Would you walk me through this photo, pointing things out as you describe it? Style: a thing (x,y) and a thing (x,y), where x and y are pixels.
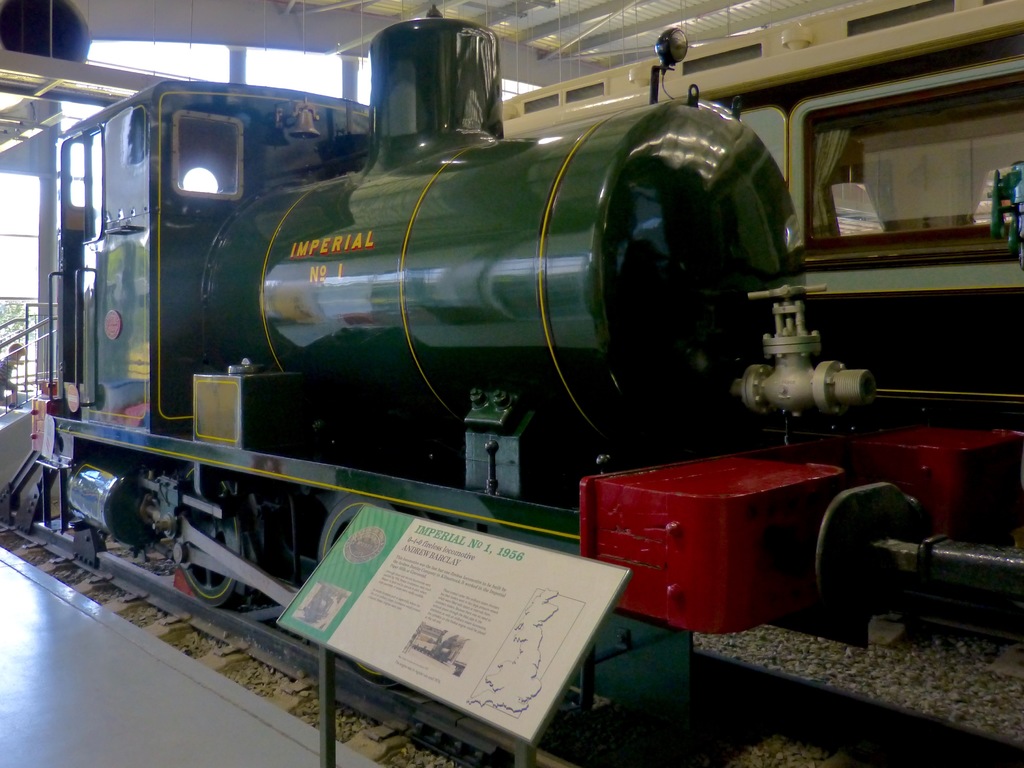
In this image in the center (524,482) there is one vehicle (344,475), and at the bottom (345,634) there is one board (510,599). In the background (879,303) there is another vehicle (754,56) and some windows (27,243), fence (23,349) and some people (10,362) and at the bottom (117,546) there is a railway track (109,556). On the top of the image (597,44) there is ceiling (572,45) and some lights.
